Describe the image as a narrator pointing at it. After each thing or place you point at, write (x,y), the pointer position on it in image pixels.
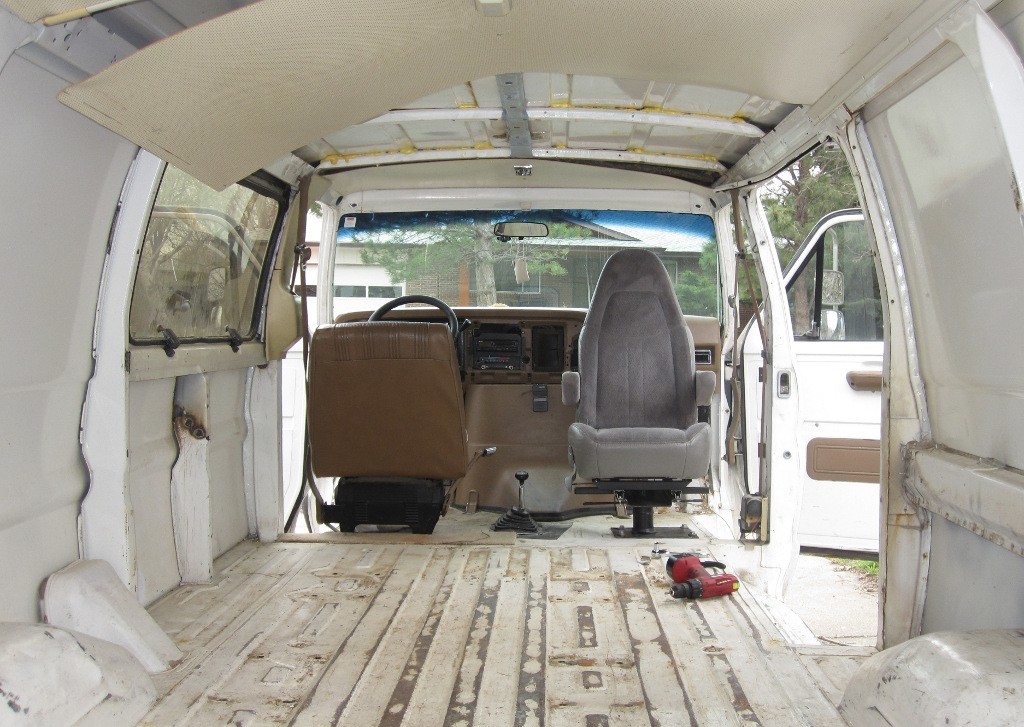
In this picture there is a inside view of the white color van (550,616). In the front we can see the seats (649,435) and steering (423,300). Above there is a windshield mirror (518,237) and roof (434,145). In the background (426,266) we can see some shed house (445,273) and trees (550,273).
